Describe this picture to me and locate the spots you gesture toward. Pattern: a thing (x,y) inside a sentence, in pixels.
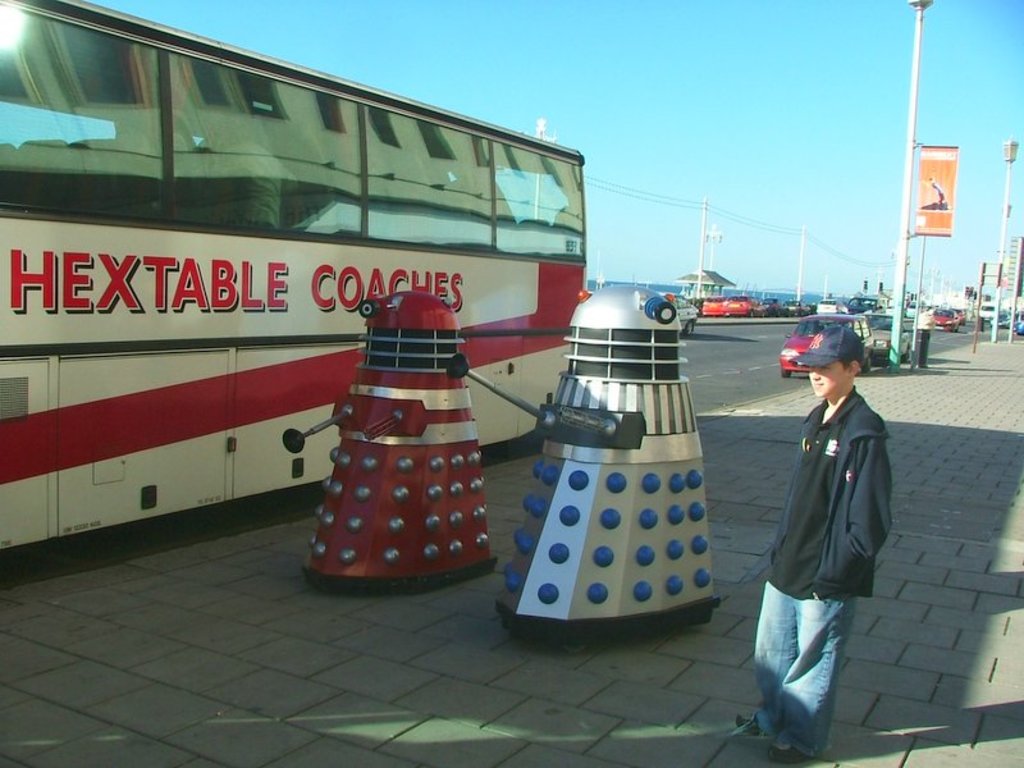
This is an outside view. On the right side (814,476), I can see a boy (822,521) standing facing towards the left side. Along with this boy (773,559) I can see two machines (344,462) which are placed on the footpath (313,697). On the left side (148,257), I can see a bus (210,266) on the road (716,352). In the background (730,308) there are many cars (730,313). On both sides of the road (730,351) I can see the poles (897,363). At the top of the image (717,99) I can see the sky (669,89).
